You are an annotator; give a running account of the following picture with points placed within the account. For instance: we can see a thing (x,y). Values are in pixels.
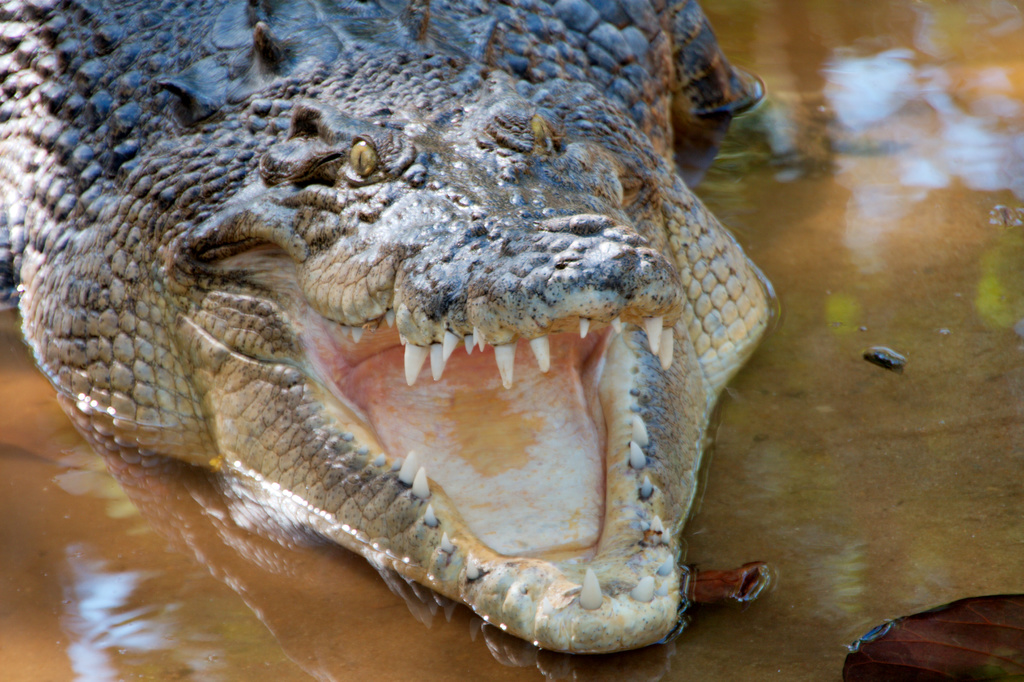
In the foreground of this image (189,304), there is a crocodile (594,307) with opened mouth (529,383) in the water (813,591).
